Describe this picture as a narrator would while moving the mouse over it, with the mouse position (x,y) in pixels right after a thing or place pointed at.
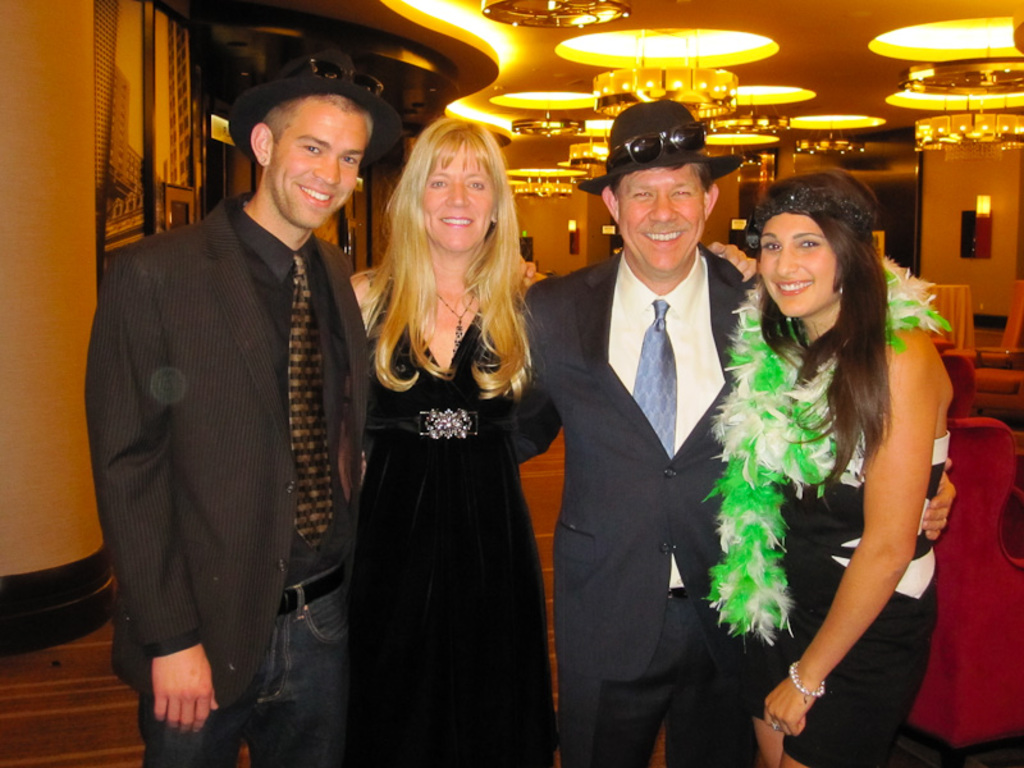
In this image there are two couples (422,450) standing on the floor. At the top (584,50) there is ceiling (697,55) with lights (601,41). In the background (988,424) there are chairs (974,375) on the floor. On the left side (125,122) there is a wall poster (95,154) on the wall (9,143).
